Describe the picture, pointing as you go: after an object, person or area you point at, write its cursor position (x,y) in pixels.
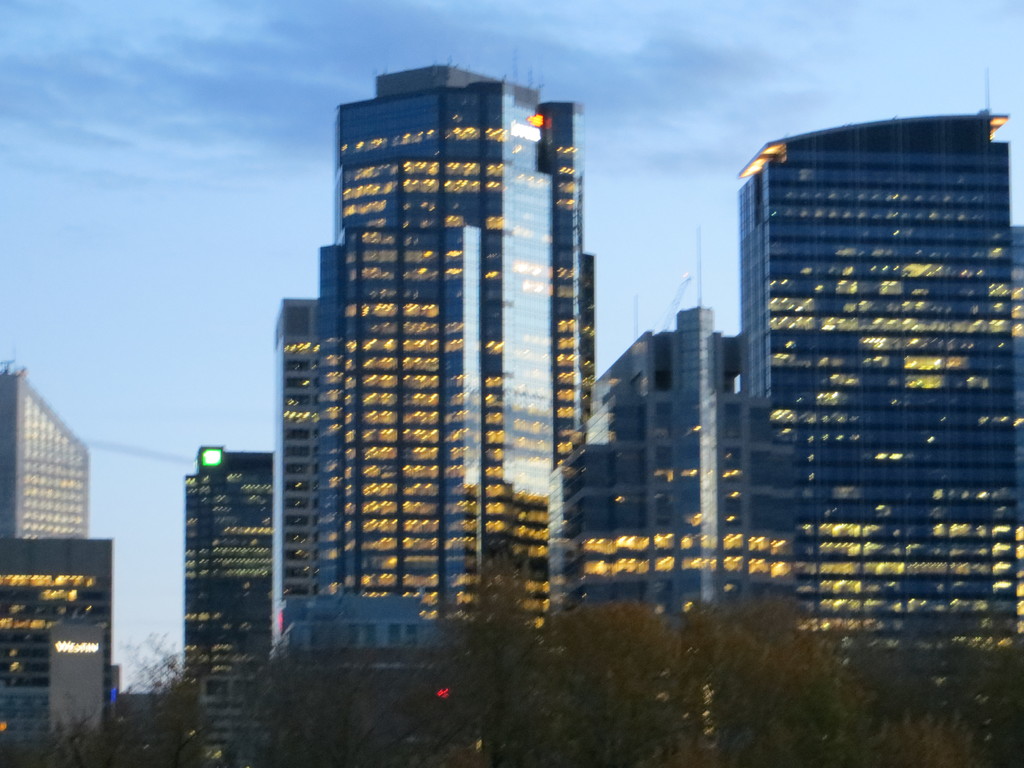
In the center of the image (378,324), we can see buildings (650,340) with lights (379,503) and at the bottom (494,645), there are trees (403,668). At the top (191,145), there is sky (200,259).
